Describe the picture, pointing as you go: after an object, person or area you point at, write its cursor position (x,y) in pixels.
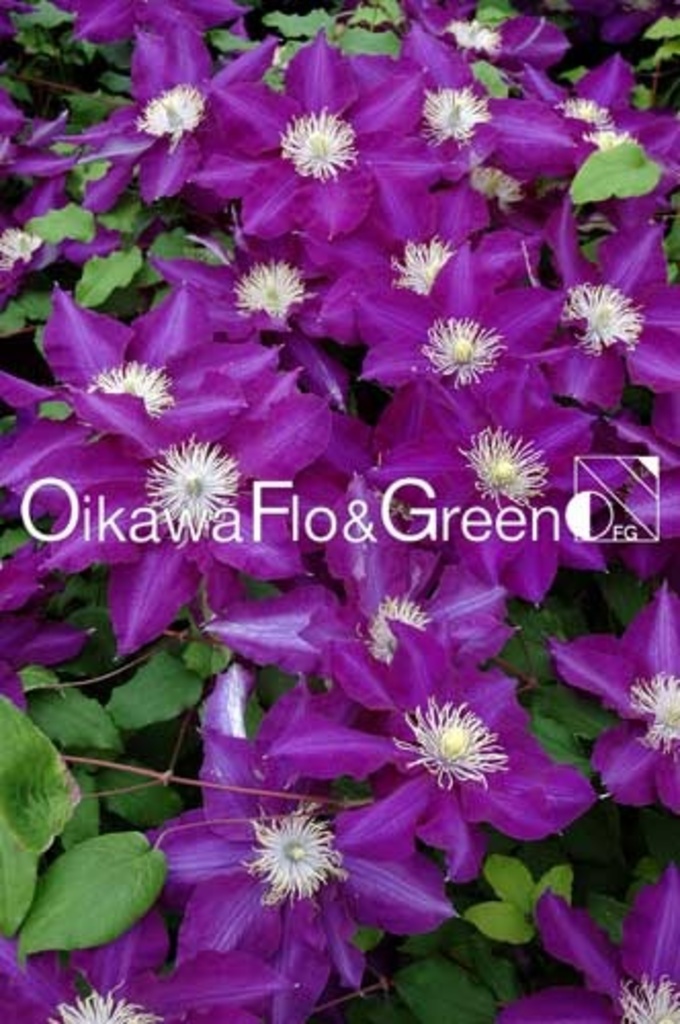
In this picture we can see flowers (282,868) and leaves (55,771) and on the image there is a watermark (35,531).
